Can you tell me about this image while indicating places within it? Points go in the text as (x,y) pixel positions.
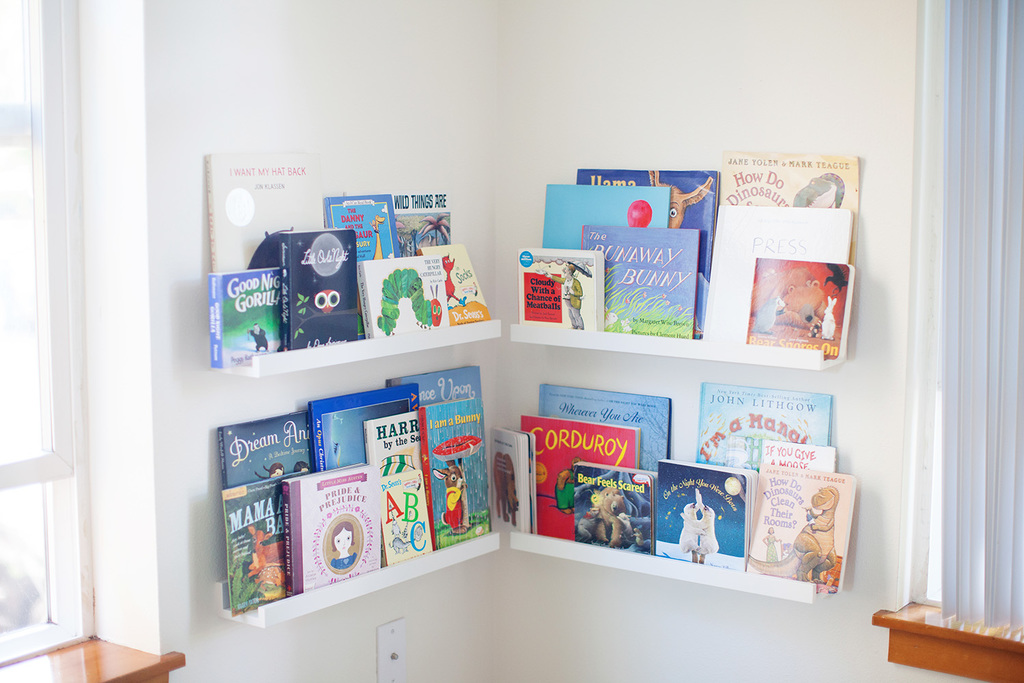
This picture seems to be clicked inside the room (369,359). In the center (392,341) we can see the racks (317,352) containing group of books (415,457) and we can see the text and some pictures (404,277) on the covers (398,485) of the books (611,466). In the background (506,90) we can see the wall (548,99). On the right corner (995,98) there is an object (990,171) seems to be the window blind (984,568). On the left (29,394) we can see the window (57,501).
